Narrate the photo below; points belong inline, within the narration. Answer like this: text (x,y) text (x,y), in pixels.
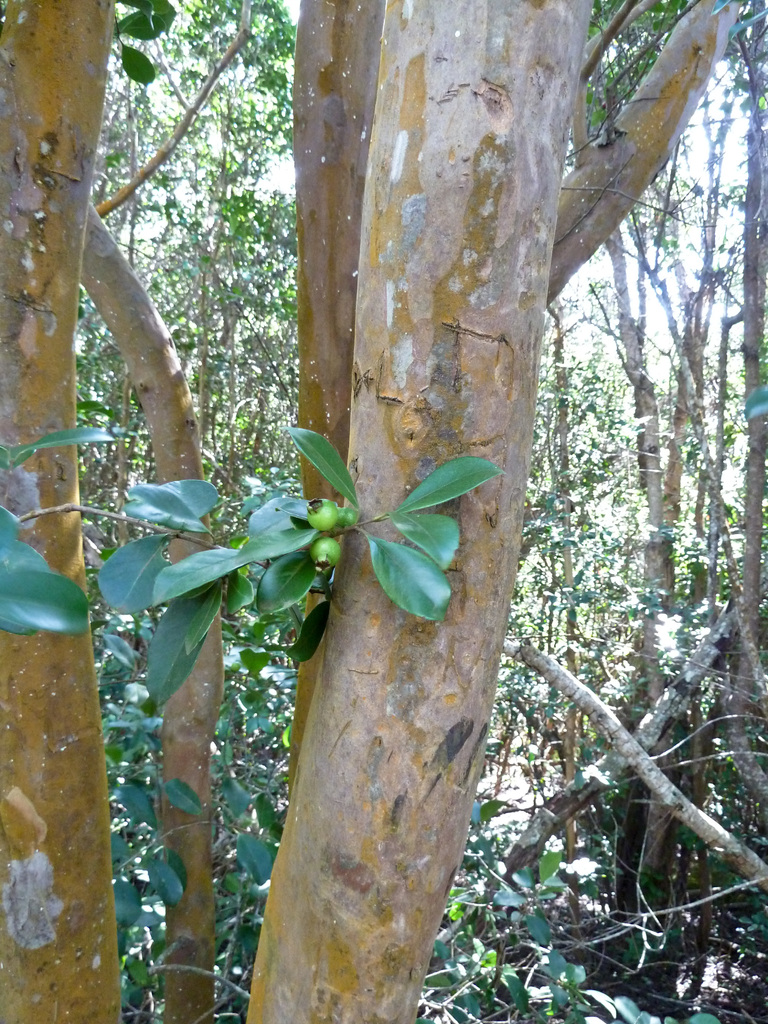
In front of the picture, we see the stems (364,549) of the trees (369,528) and the fruits (319,507) in green color. There are trees (634,693) in the background (520,607). This picture might be clicked in the garden (494,471) or in the forest (454,757).
